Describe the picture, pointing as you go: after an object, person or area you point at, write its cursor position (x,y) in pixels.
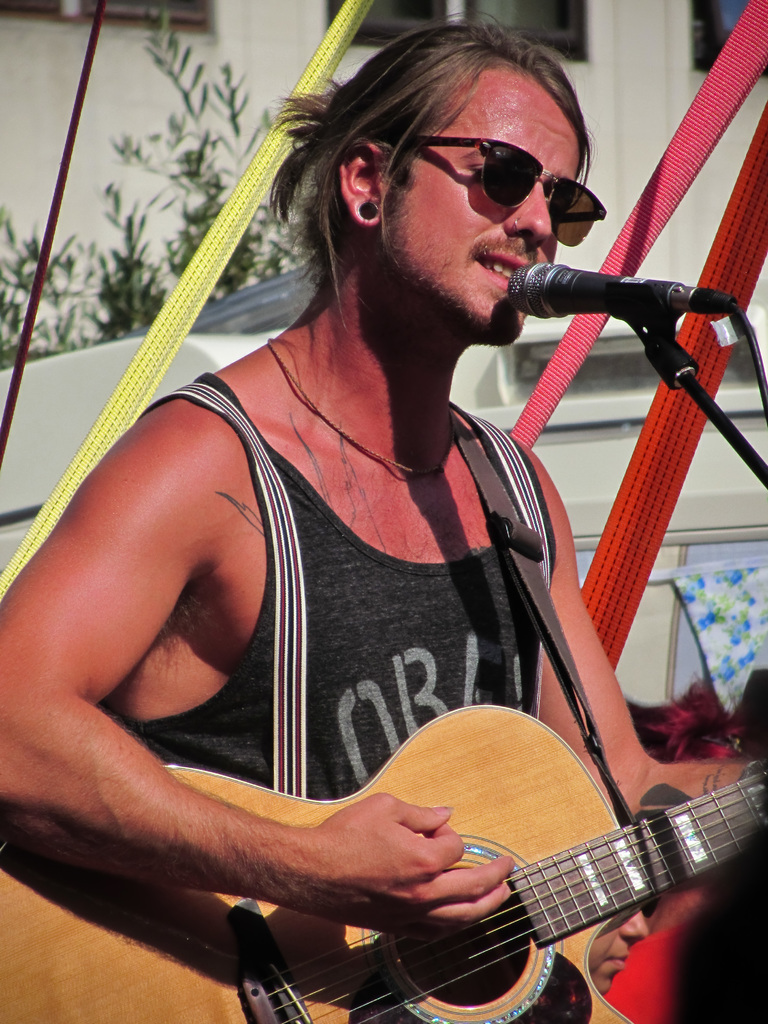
In this picture there is a man (388,692) who is holding a guitar (710,843) in his hands (337,851) and playing it. In front of him there is a microphone (528,278) and stand (653,304). He singing. He is wearing spectacles (506,175). In the background (197,193) there is a plant (142,232) and a wall (139,71) here.
